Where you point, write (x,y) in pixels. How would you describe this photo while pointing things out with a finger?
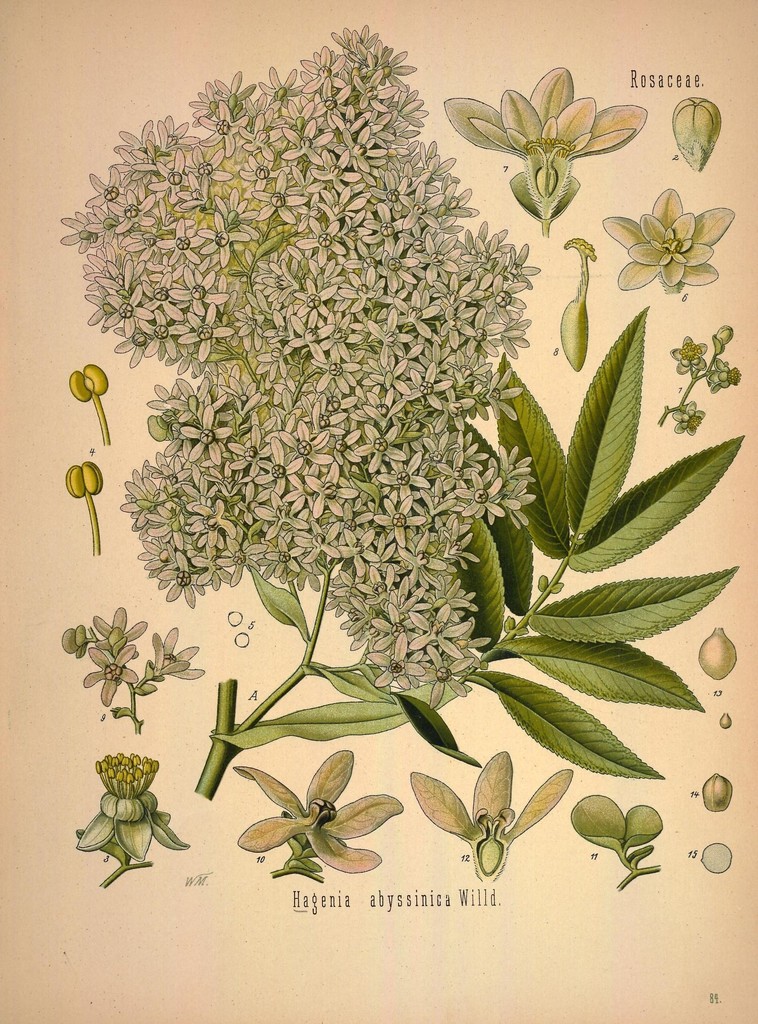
In this image we can see the picture (363,296) of a plant (487,450) with the bunch of flowers (384,631). We can also see some text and some flowers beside it.
